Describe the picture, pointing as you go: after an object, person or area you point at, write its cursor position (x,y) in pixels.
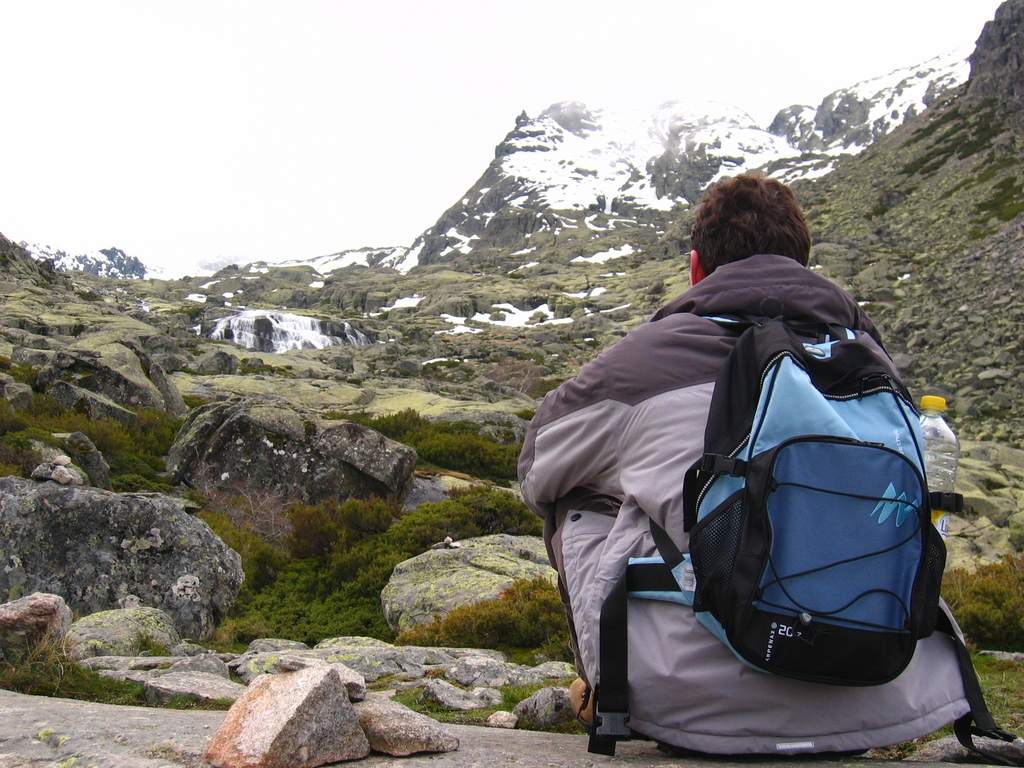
The person (632,354) wearing black and white jacket (679,379) carrying a blue bag (731,408) on his back (698,415) sat on a rock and there are green mountains (514,299) in front of him and also snow mountains (663,131) on the top (557,160).
